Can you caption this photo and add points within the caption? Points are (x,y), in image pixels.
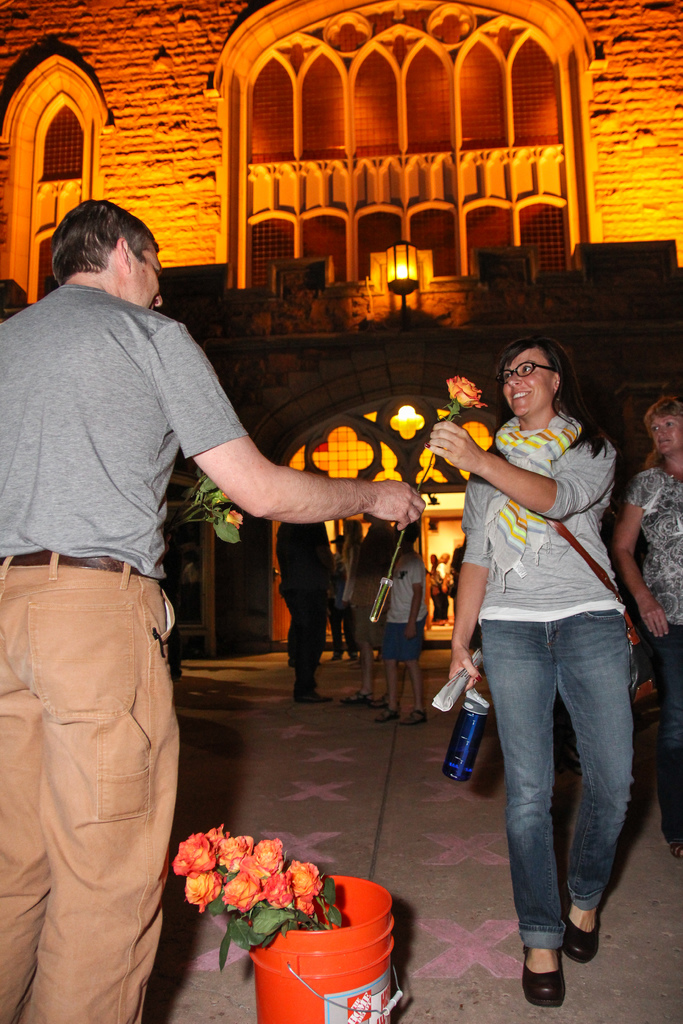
At the bottom of the image (275,854) we can see a bucket (342,902) with flowers (239,902). There are people (155,662). In the background of the image (228,34) there is a building (267,414). There is door (447,497). At the bottom of the image (454,973) there is floor (481,999).
